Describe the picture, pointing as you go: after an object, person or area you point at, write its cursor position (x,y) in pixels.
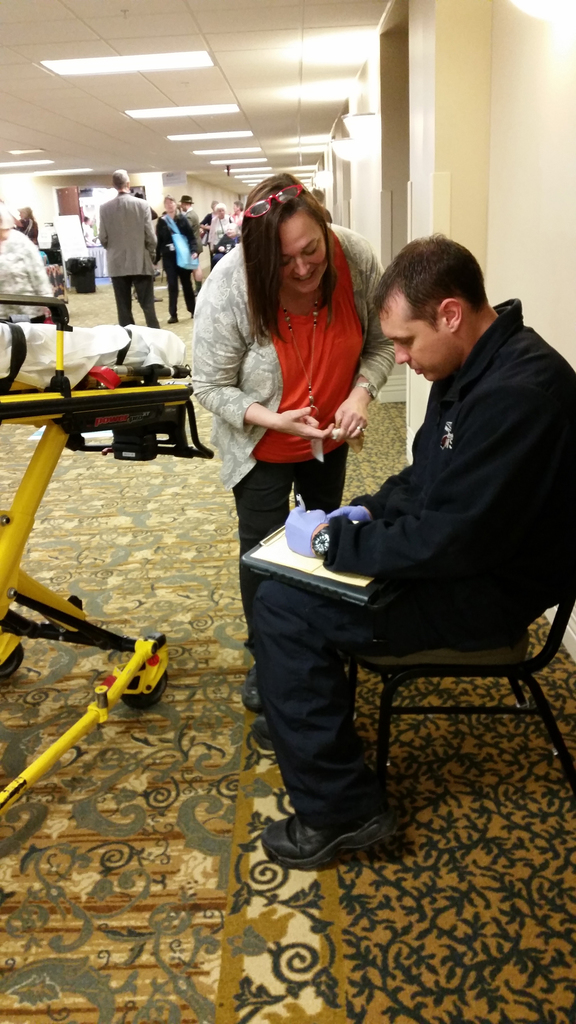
In this image there is a man (465,525) sitting on the chair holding a pad (308,589) in his hands (301,538). This woman (285,448) wearing red t shirt (326,392) is standing on the floor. In the background of the image (214,225) we can see few people (125,244) are there.
